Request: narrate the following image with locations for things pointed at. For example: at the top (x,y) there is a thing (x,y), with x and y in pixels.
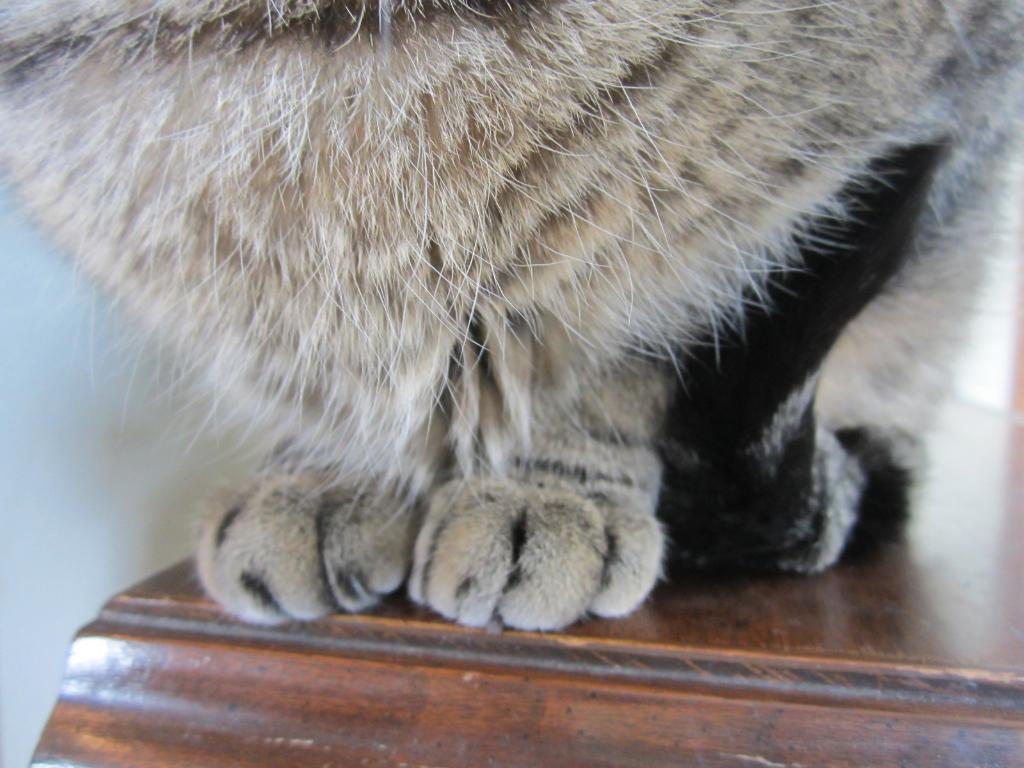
In this image we can see an animal (497,259) on the table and also we can see the wall (86,435).
